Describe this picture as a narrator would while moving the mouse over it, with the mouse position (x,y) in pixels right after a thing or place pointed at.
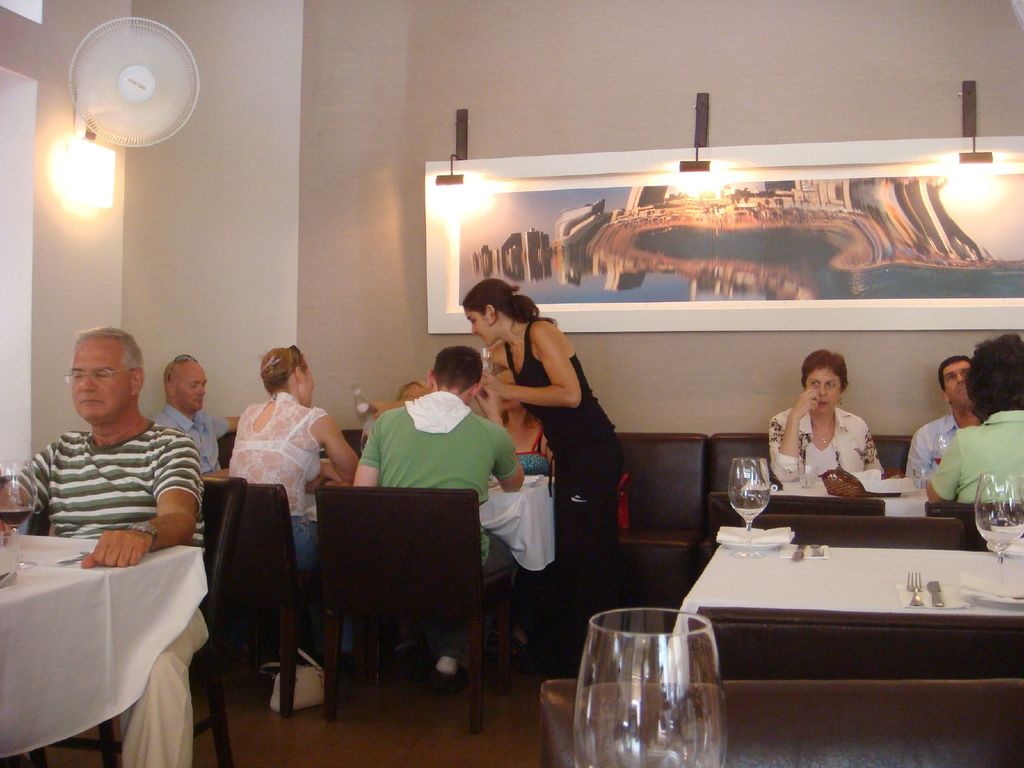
This picture shows people (176,441) seated in a restaurant (4,387) we see few wine glasses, fork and knives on the table (843,567) and we see a woman (606,602) standing and serving and we see a photo frame (497,189) on the wall (888,344) and a wall fan (124,129).
